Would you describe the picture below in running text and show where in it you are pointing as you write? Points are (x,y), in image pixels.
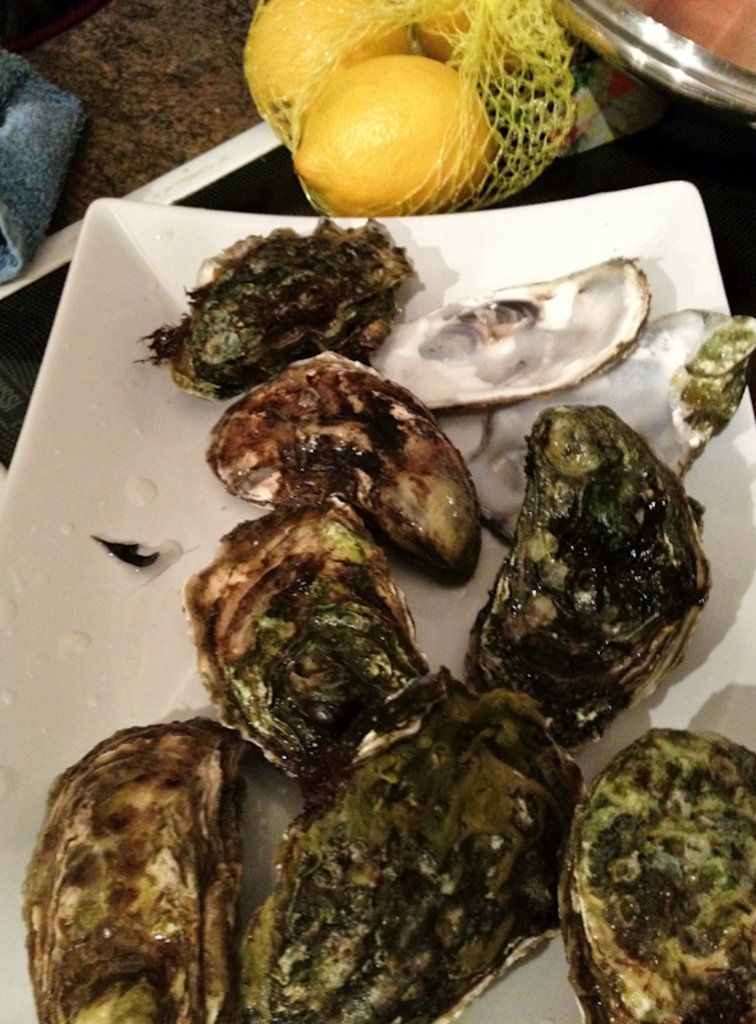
In this image there is a table (2,403) and we can see a plate (518,251), fruits (341,150), napkin (37,183) and some food (429,464) placed on the table (678,174).
